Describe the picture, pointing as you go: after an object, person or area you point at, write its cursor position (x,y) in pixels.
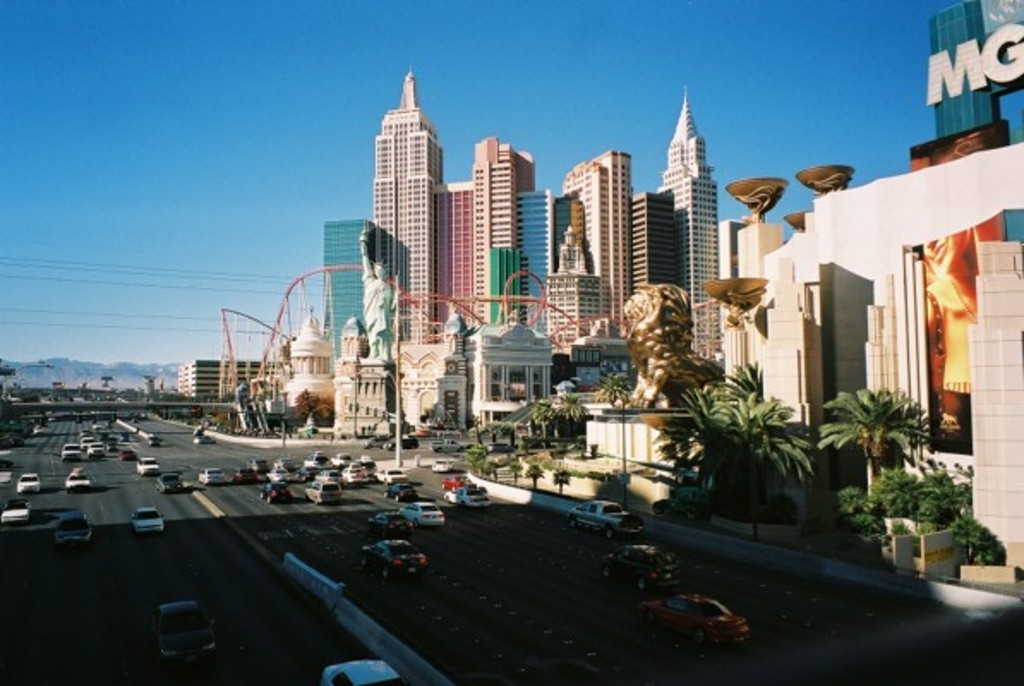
In this image I can see cars (14,508) on the road (2,676). There are trees (910,409), sculptures (639,340) and buildings (700,271) on the right (902,364). There are mountains (97,374) at the back (73,370).
